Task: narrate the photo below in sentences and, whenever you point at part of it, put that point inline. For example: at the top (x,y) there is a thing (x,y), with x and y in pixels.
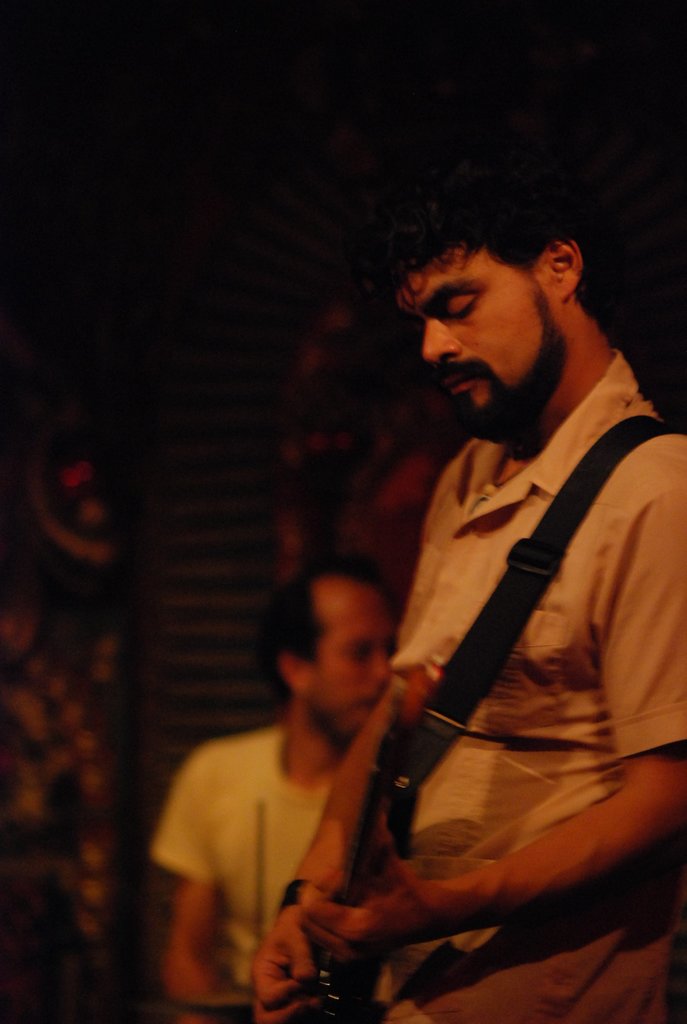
In the picture we can see a man (655,577) holding a guitar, a man (565,591) is with beard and white shirt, in the background (252,635) we can see a person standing near the wall (233,374). On the wall (242,333) we can also see a carpet (29,749) which is designed.
